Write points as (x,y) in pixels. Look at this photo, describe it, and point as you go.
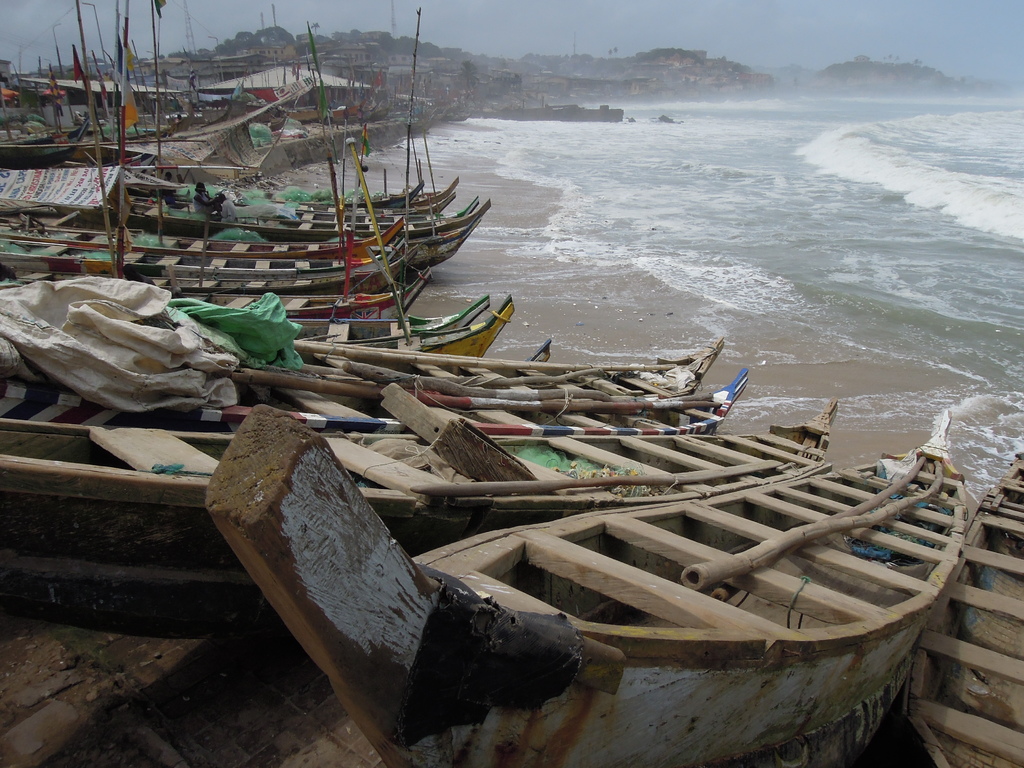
In this image I can see number of boats (111,579) and few flags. I can also see water (677,220) and in the background (352,51) I can see few buildings (337,56).
